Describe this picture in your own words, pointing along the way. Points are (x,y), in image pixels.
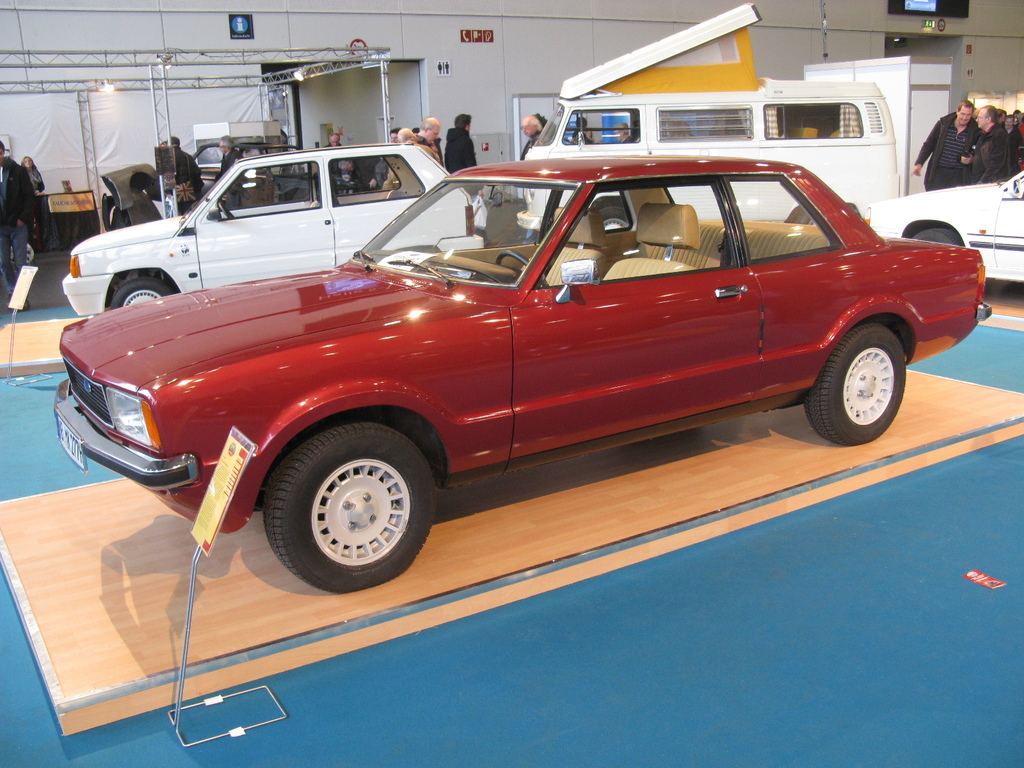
Indoor picture. This red car (509,209) is highlighted. Beside this red car (303,416) there is a information board (215,505). This is a white car (248,240) and this is a white van (759,125). People (6,250) are standing. This is rod (156,101).
